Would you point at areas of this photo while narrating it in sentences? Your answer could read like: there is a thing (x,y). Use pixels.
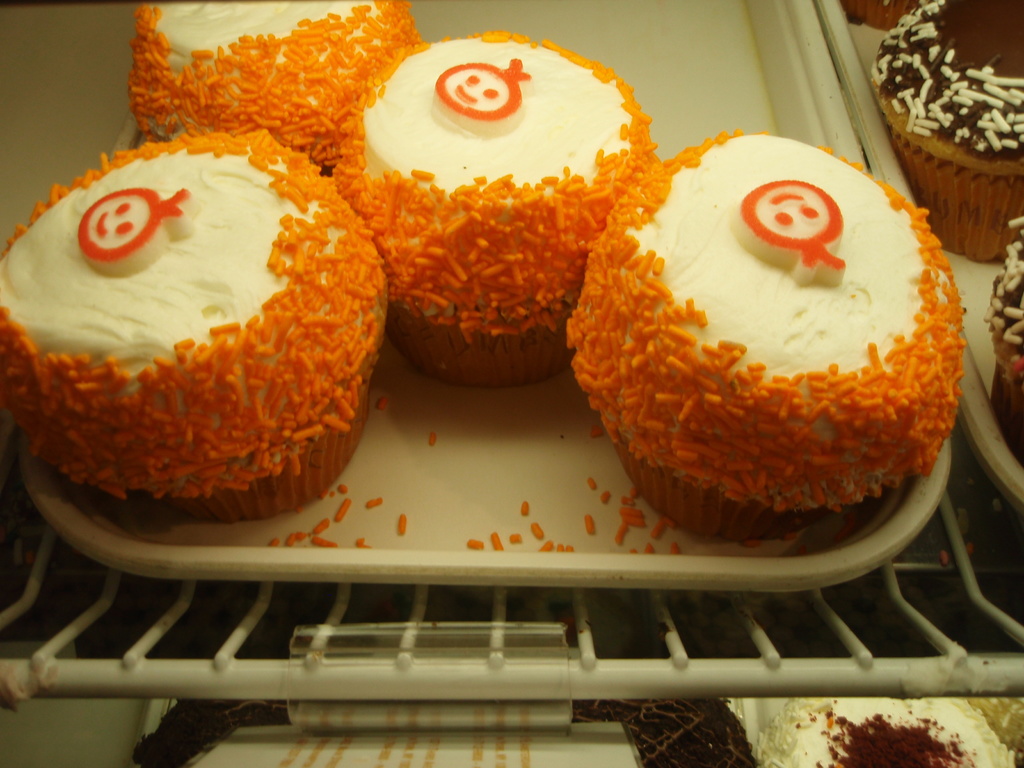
In this image we can see cupcakes (674,723) which are kept in a tray (563,522), they are in orange and white color. Some of them are brown in color.
